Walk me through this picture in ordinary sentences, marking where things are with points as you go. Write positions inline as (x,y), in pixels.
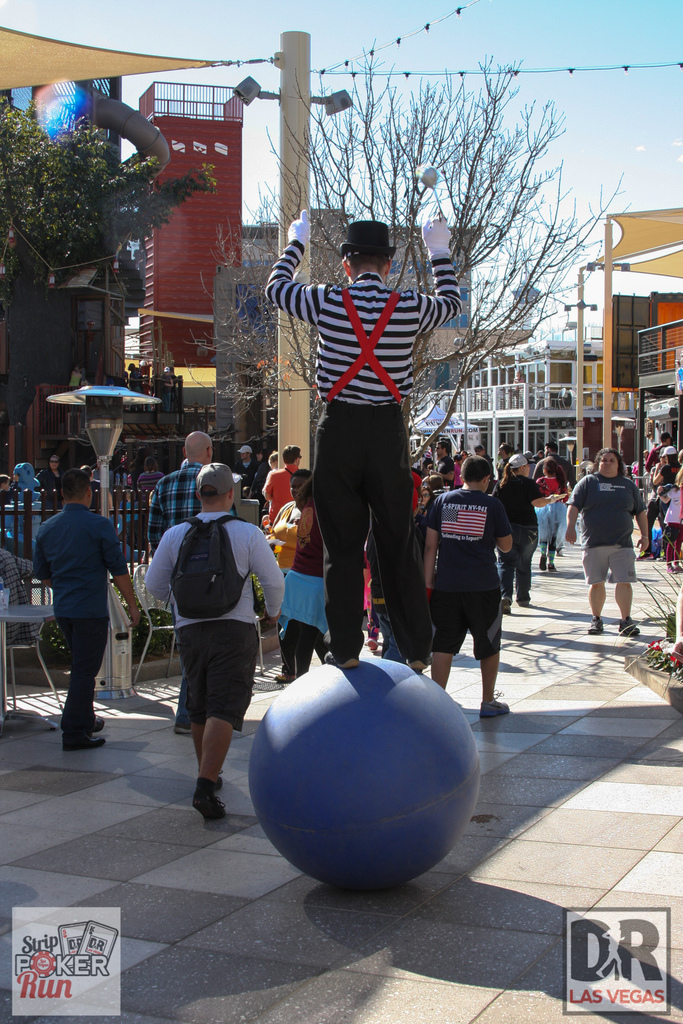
In the foreground of the picture (326,571) I can see a man (378,239) standing on the sphere ball (376,800) and he is in the middle of the image (414,581). In the background (425,389), I can see the buildings (489,373). There is a group of people (58,535) walking on the road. I can see the trees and there are no clouds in the sky (618,114).
